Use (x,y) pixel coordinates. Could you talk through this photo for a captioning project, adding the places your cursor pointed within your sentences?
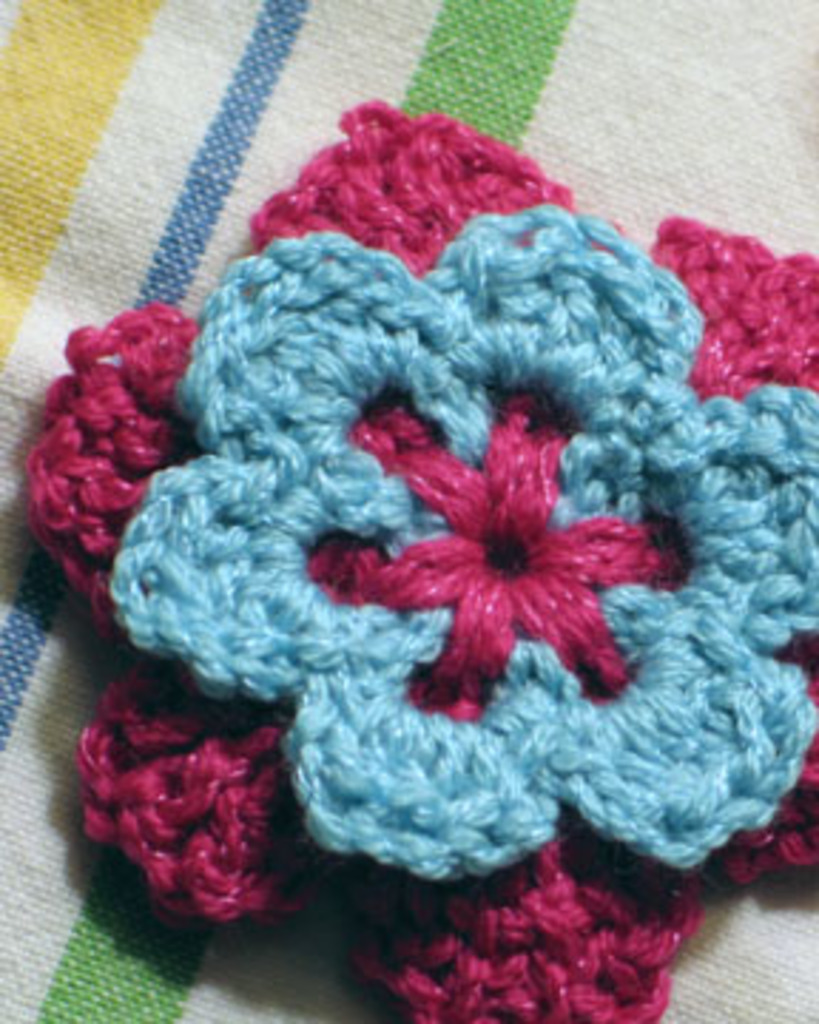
In this image in the center (480,424) there is a wool cloth (475,553).
